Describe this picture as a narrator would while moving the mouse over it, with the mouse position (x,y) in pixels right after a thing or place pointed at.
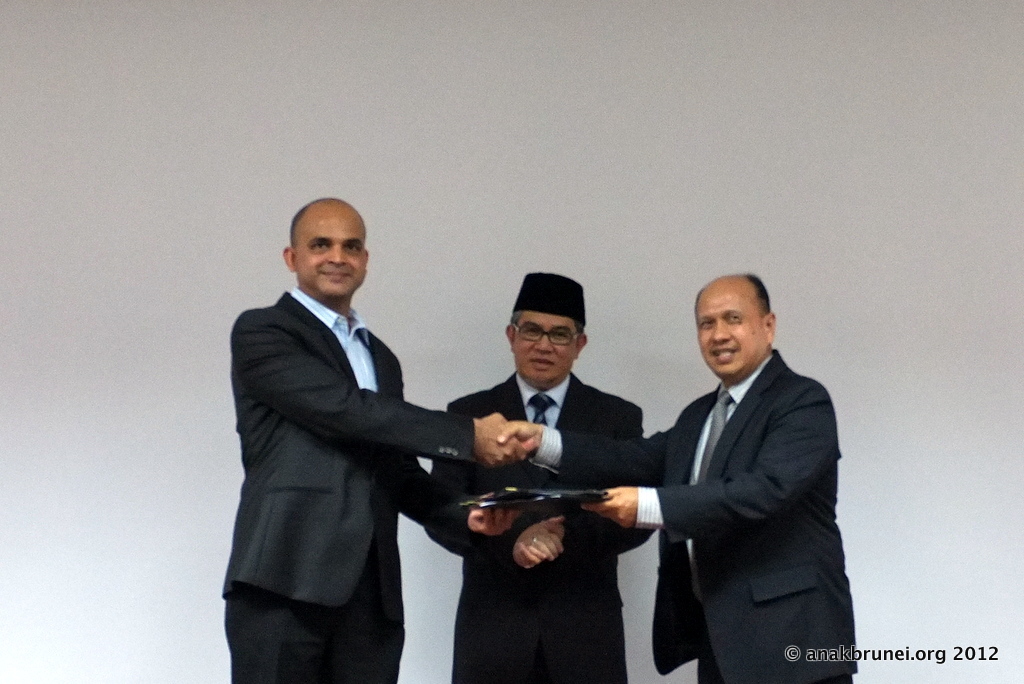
In this image there are three people (379,409), two (379,407) of them shaking hands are exchanging some memorandum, at the bottom of the image (872,656) there is some text (800,649), behind them there is a wall (1015,354).
